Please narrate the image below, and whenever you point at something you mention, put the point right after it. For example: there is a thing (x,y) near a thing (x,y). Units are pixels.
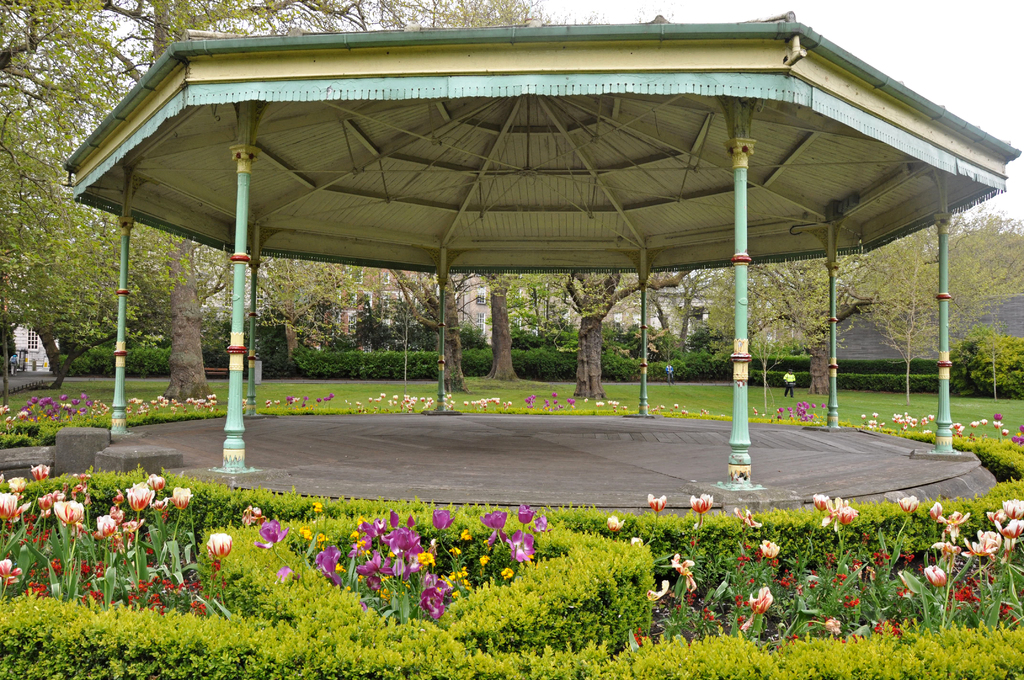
At the bottom (355,571) we can see plants (482,586) with flowers (929,582) and this is a gazebo (494,139). In the background (373,283) there are trees (19,281), grass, buildings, two persons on the right side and sky (903,26).
